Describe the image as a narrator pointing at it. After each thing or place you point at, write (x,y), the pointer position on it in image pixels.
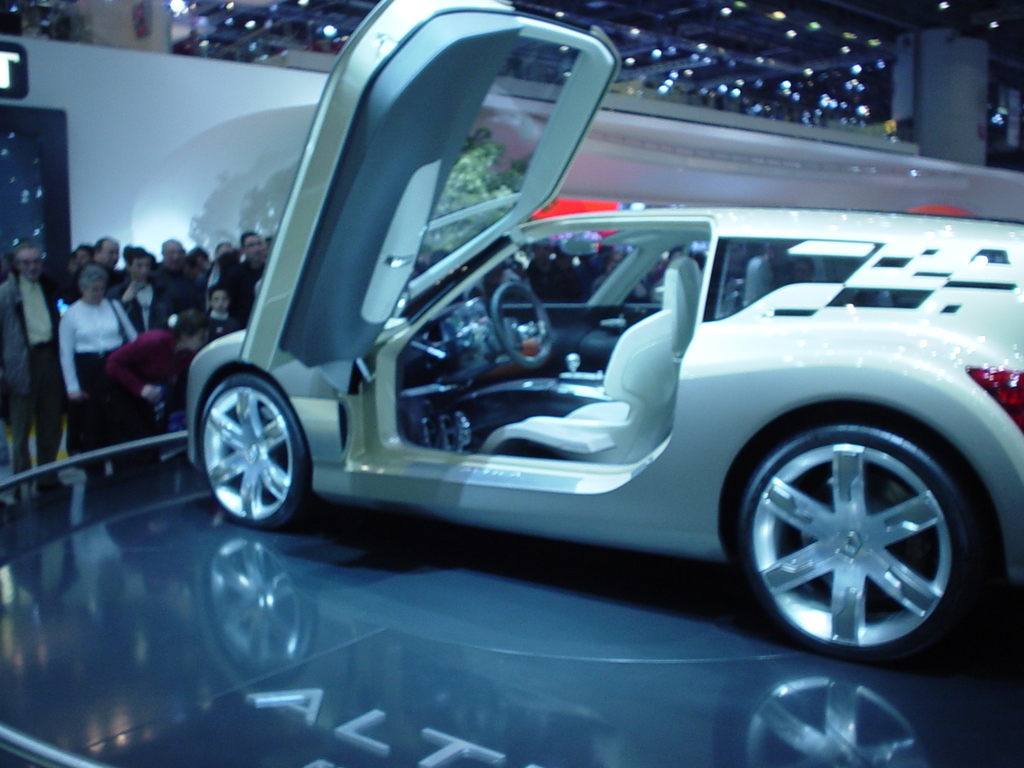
In this image I can see a car (760,375) which is white and black in color on the surface (552,596). In the background (142,419) I can see few other persons (152,379) standing, few lights (739,45) and the building (245,117) and I can see a tree (494,179) which is green in color.
